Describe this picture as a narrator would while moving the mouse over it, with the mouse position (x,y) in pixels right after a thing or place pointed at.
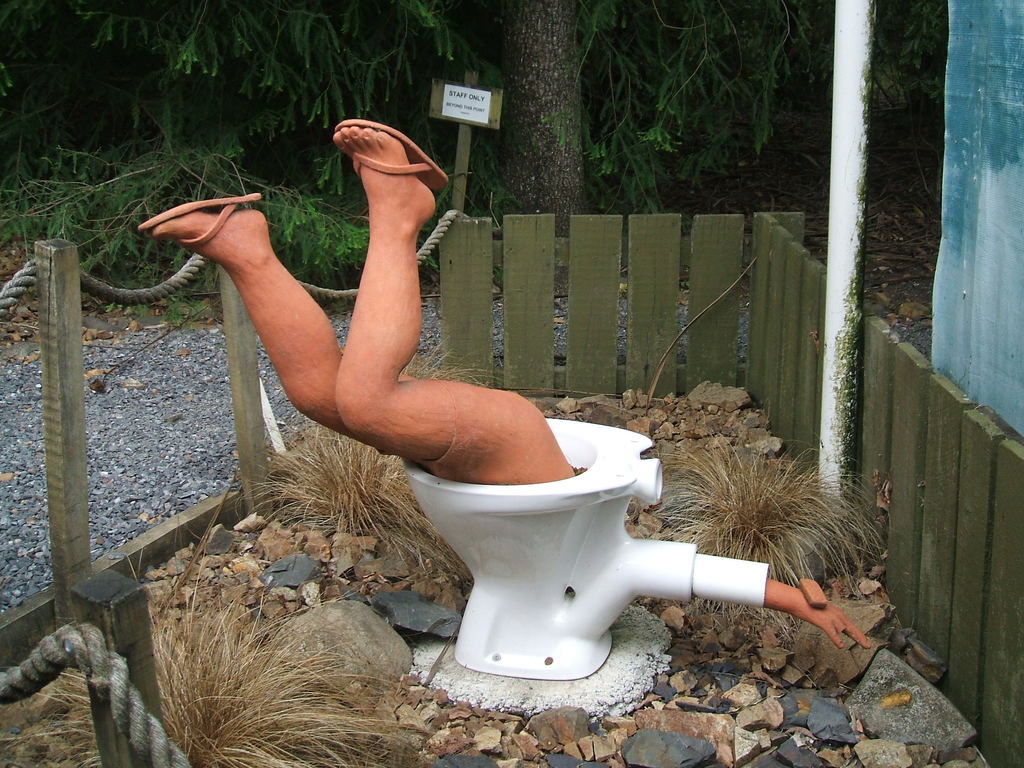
In this image I can see a person body (392,231) inside the toilet (525,603), background (766,288) I can see a fencing (630,269) and trees (405,114) in green color and I can see a board (439,87) attached to the wooden stick (467,154).
